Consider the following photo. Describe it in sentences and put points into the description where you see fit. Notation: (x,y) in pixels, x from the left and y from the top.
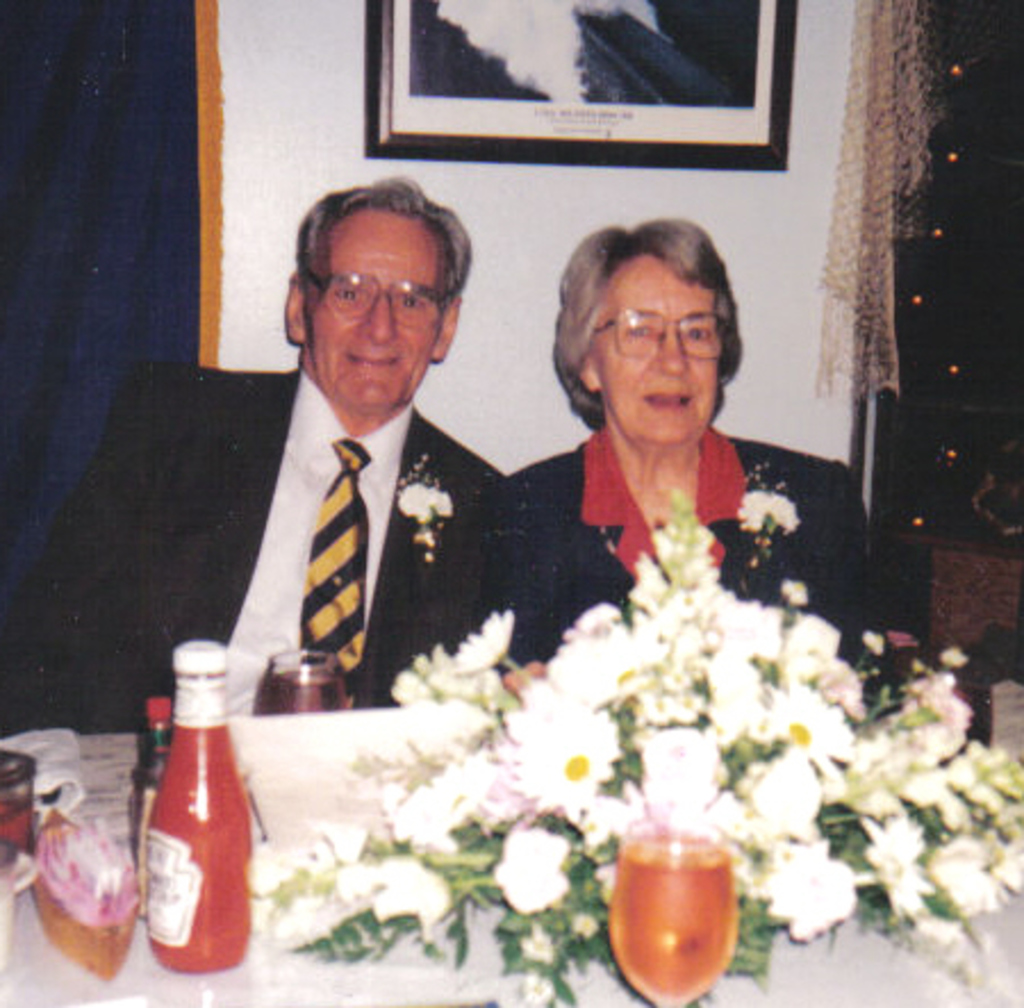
In the picture there is a woman (627,408) and a man (443,347) sitting together in front of a table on the table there are many items (609,803) such as flowers vase (599,754) bottle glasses (677,892) with the liquid (704,958) on it behind them there is a wall (538,177) on the wall (520,177) there is a photo frame (646,32) near the wall (537,196) there is a curtain (874,258).
